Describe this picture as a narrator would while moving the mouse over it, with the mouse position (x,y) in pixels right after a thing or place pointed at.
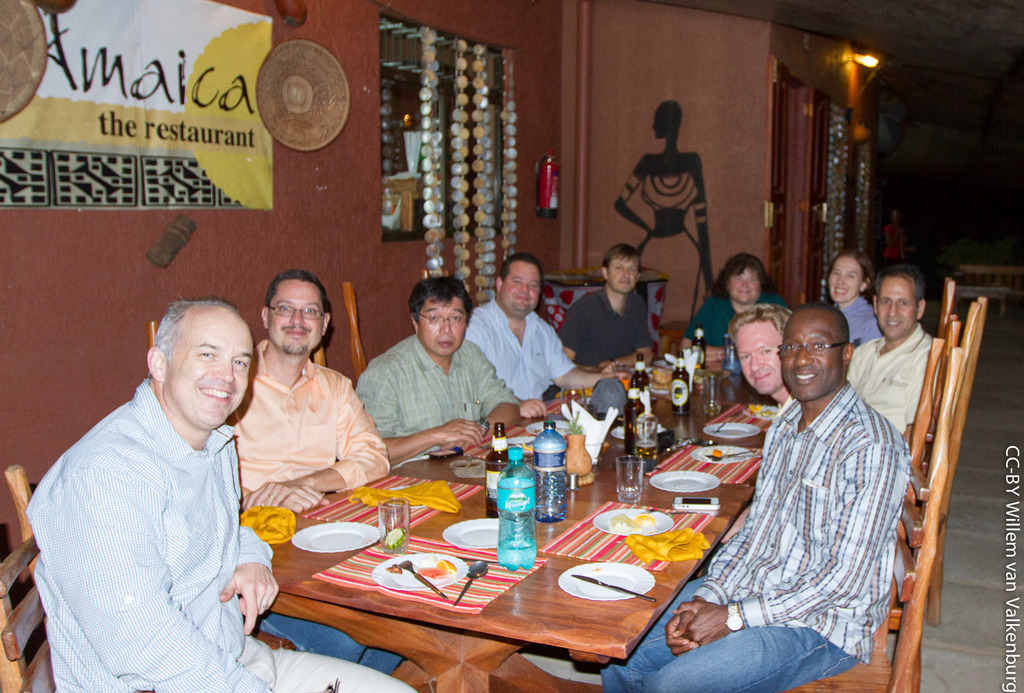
In the image we can see there are lot of people (824,533) who are sitting on chair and on table (522,615) there is plate (619,575), food items (639,520), knife (653,600), spoon (482,569), fork (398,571), water bottle (519,494), beer bottles (629,417) and on the wall (647,188) there is a painting (677,242) and there is a banner (153,143) on the wall (684,259) which it's written "Amaica the restaurant".
